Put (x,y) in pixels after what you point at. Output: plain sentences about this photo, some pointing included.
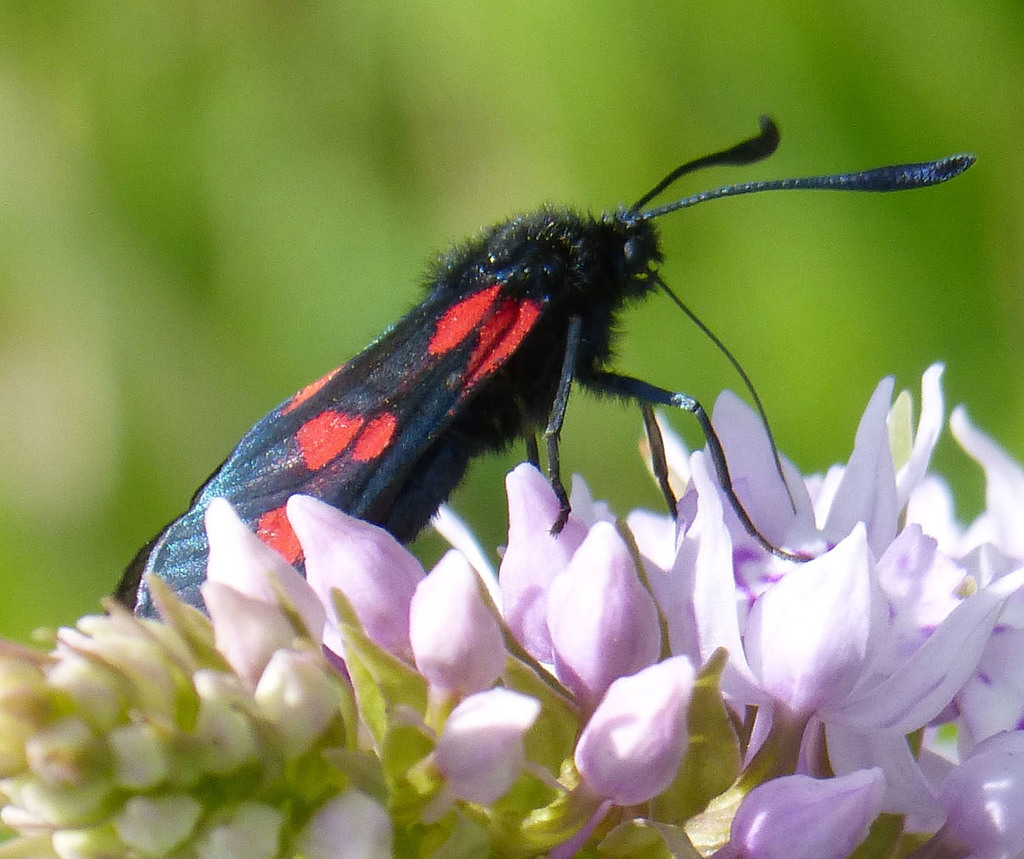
In this picture there is an insect (554,299) standing on the pink color flowers (776,515). There are pink color flowers (592,497) and buds (485,719) on the plant (456,677). At the back (129,185) the image is blurry and the insect (371,414) is in black and red color.
